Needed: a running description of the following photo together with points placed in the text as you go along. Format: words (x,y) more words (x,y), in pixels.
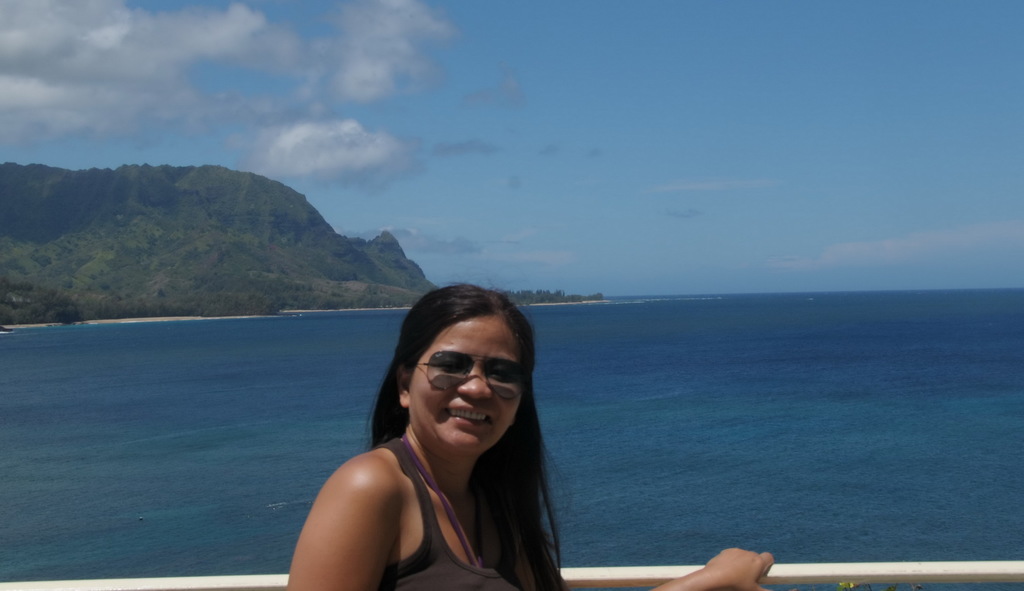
In the image we can see a woman (443,471) wearing clothes (424,511), goggles (459,364) and she is smiling. Here we can see the sea (833,396), hill (233,249) and the cloudy sky (448,251).
